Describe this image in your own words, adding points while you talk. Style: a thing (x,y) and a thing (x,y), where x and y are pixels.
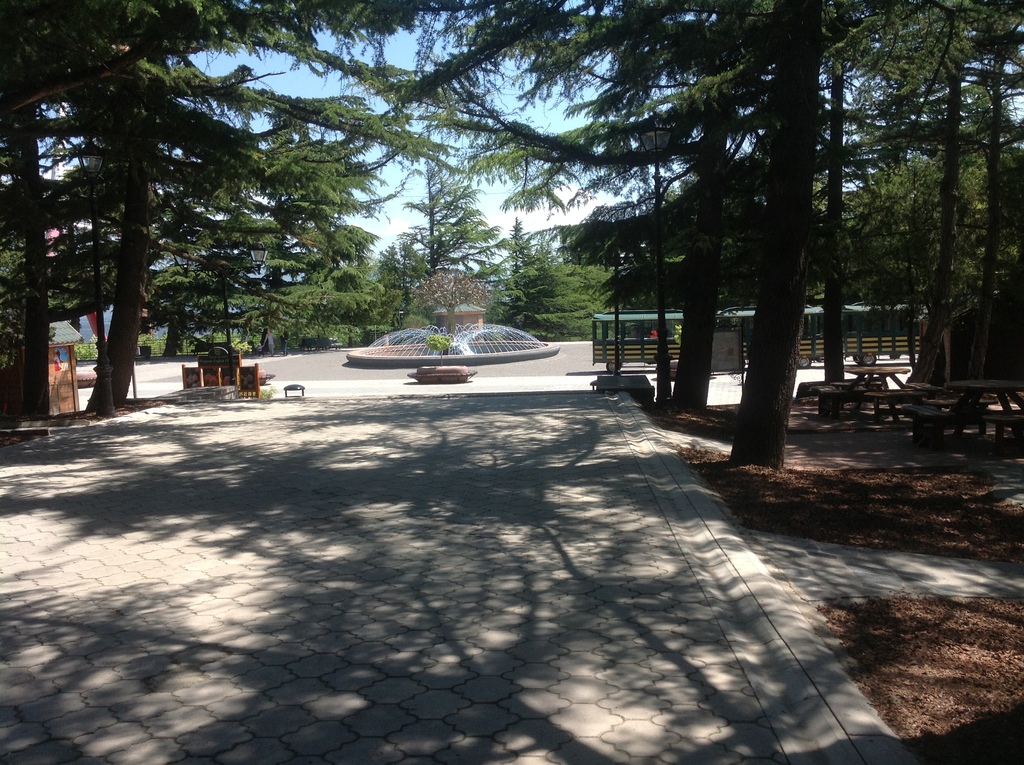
In this picture we can see the road (513,567), benches (902,395) on the ground (829,429), boards (217,368), light poles (100,340), fountain (464,362), water (467,349), plant (445,349), vehicles (856,344) and some objects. In the background (274,205) we can see trees (464,105) and the sky (505,98).
